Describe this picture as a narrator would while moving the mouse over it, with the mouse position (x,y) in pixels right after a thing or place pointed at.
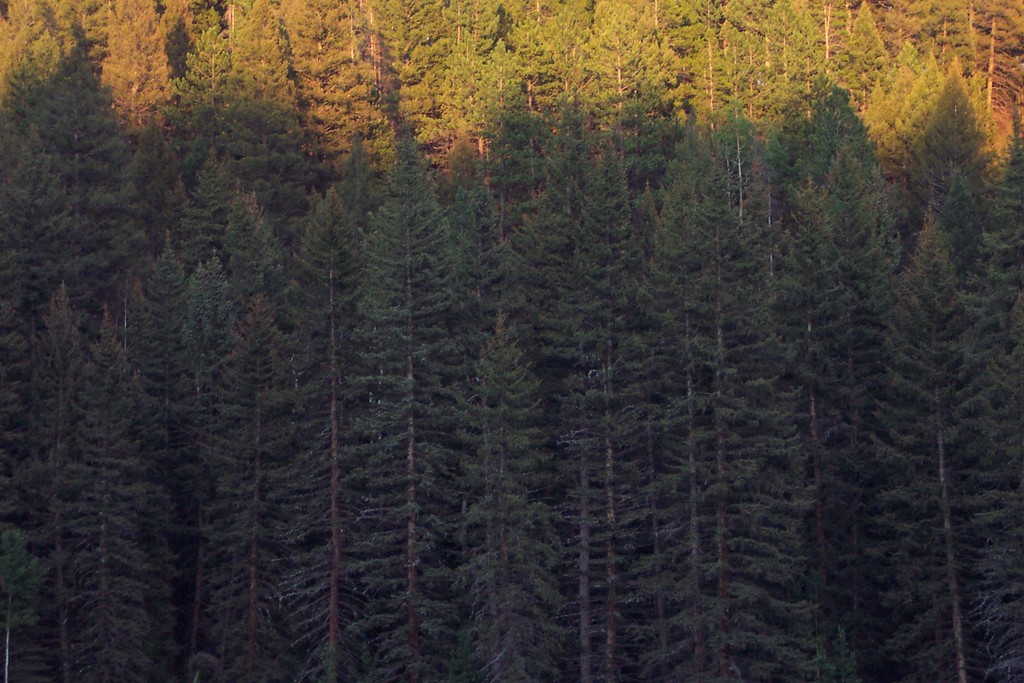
In this picture we can see trees (137,118).
